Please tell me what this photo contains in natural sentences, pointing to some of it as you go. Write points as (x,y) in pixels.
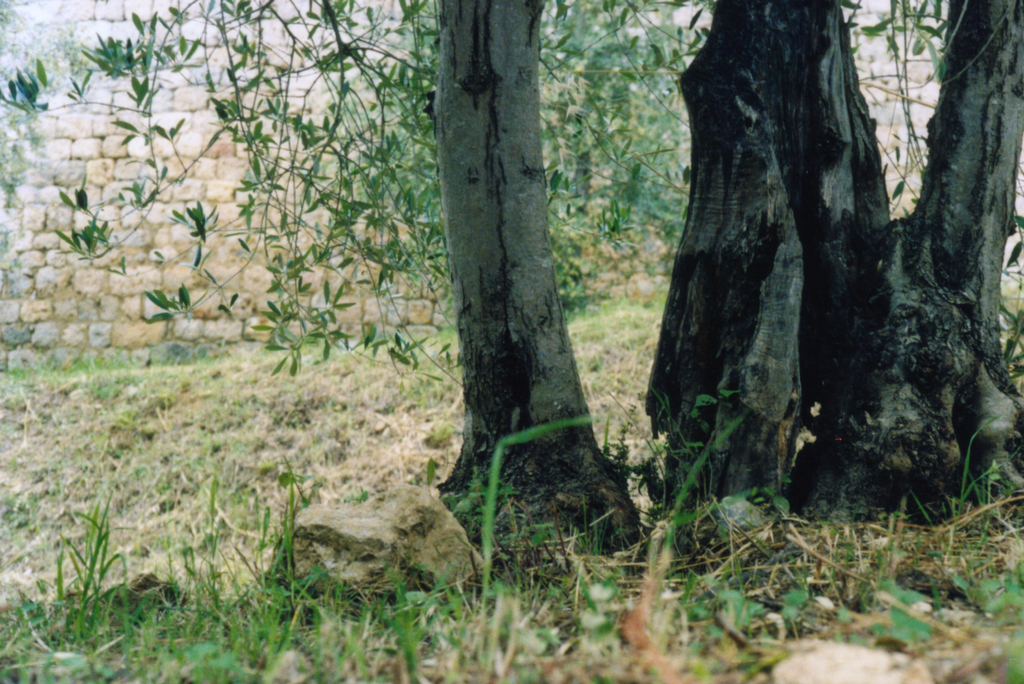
In this image, we can see trees (149,160). In the background (187,130), there is a wall (227,272) and at the bottom (321,498), there is grass (241,522) and rocks (329,552) on the ground (171,608).
